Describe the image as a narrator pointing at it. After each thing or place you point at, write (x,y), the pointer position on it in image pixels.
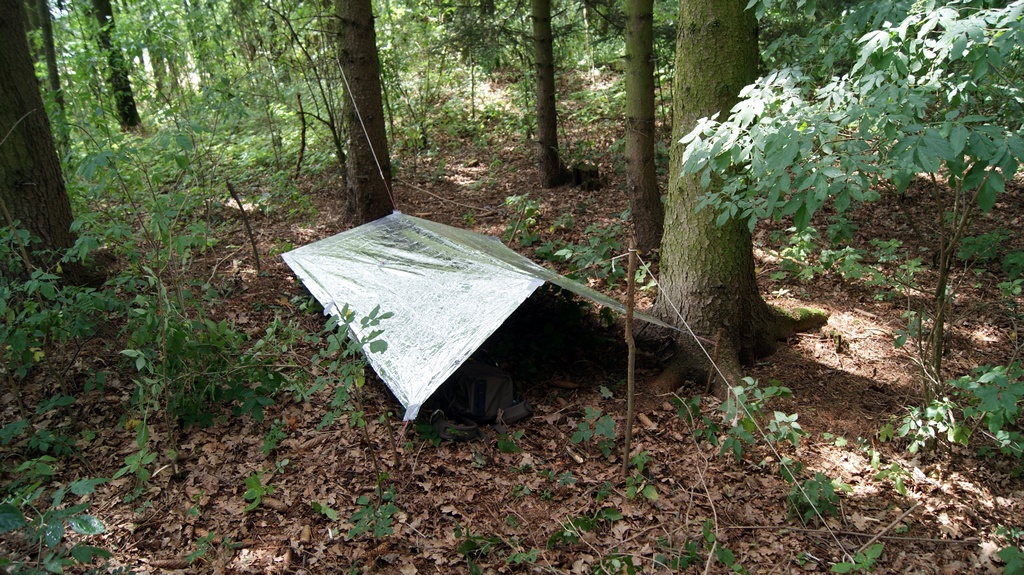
In the image there is a small tent (433,292) on the land (334,231) with plants (578,90) and trees (244,65) all over the place.
